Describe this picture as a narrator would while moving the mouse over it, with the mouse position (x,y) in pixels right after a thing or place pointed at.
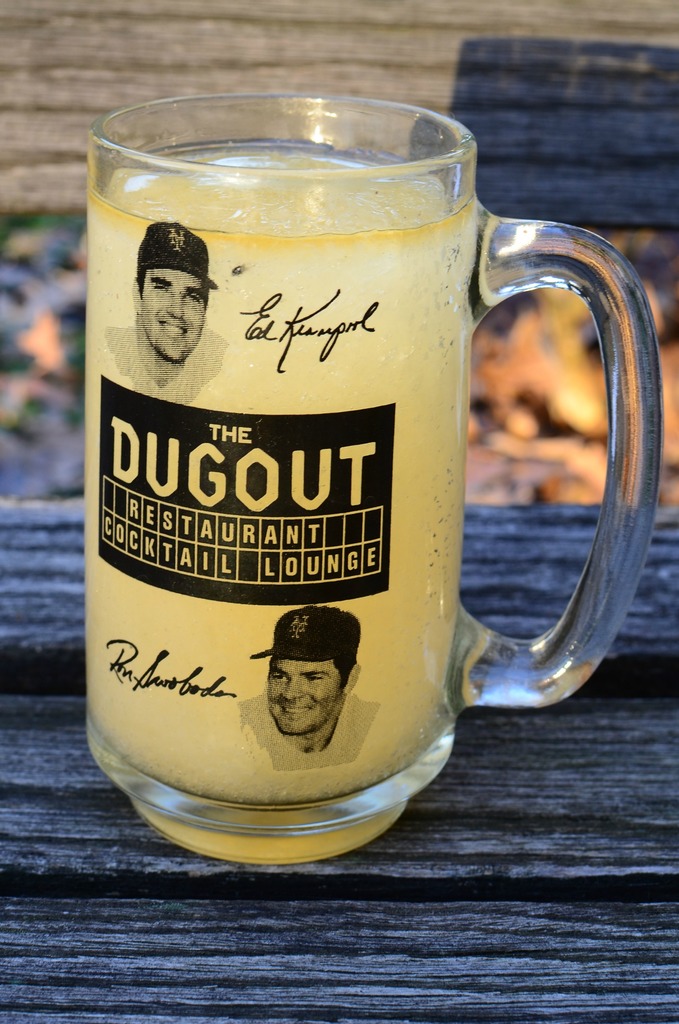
There is a table (497,892), on that a glass (248,770) is kept and the glass (273,238) contain some liquid (265,350) and on that glass (209,472) it is printed The dugout and in the background (594,178) there is a brown color wall (82,91).
